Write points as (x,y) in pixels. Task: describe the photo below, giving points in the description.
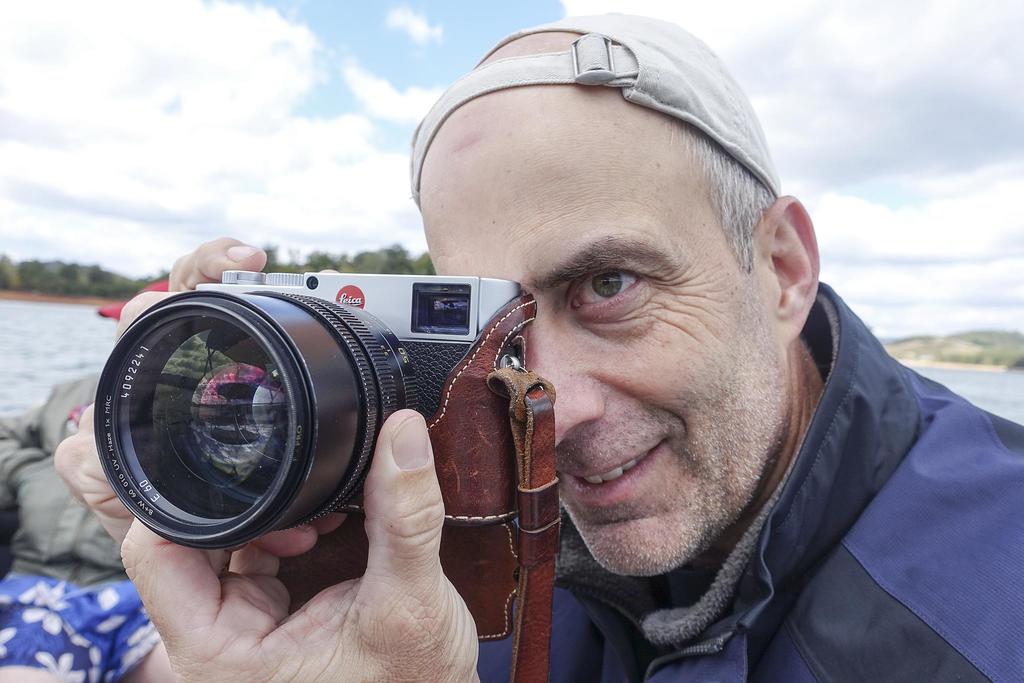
This man (647,316) wore jacket (809,622) and holding a camera (201,367) to take a snap. Far there are trees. This is a freshwater river (53,348). Sky (148,46) is cloudy. This woman (91,393) wore a jacket (58,405).
